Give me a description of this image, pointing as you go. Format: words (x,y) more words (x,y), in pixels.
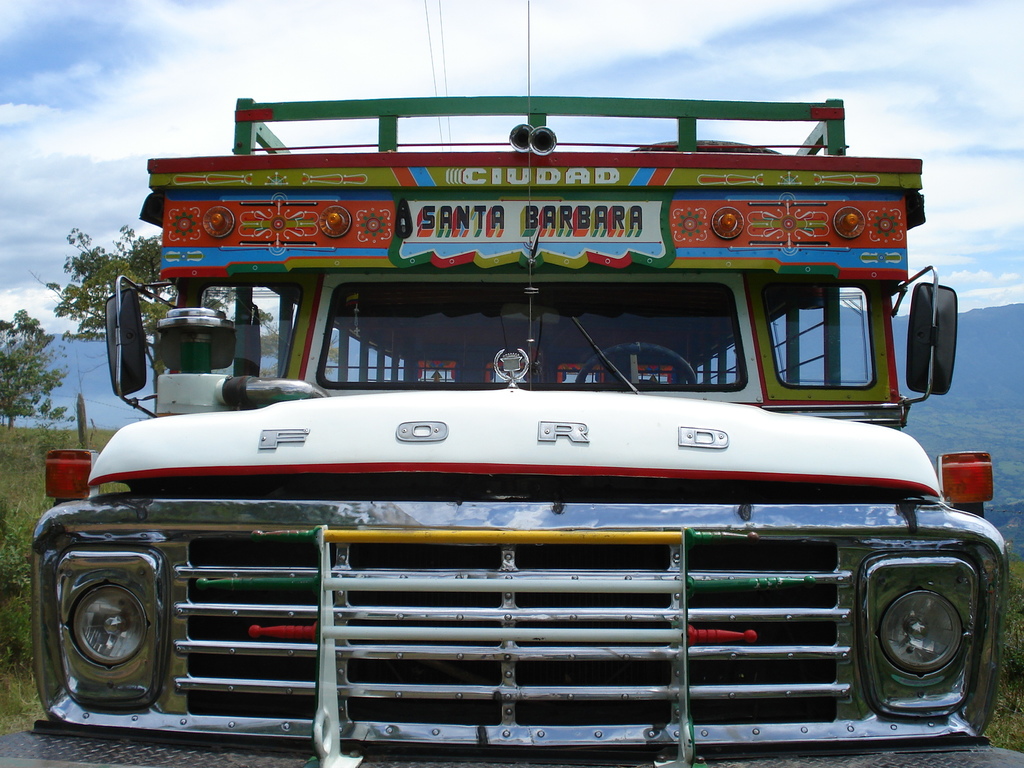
In this picture we can see vehicle (739,644), grass (34,691) and trees (36,349). In the background of the image (989,341) we can see hills (959,364) and sky (756,46) with clouds (809,61).
